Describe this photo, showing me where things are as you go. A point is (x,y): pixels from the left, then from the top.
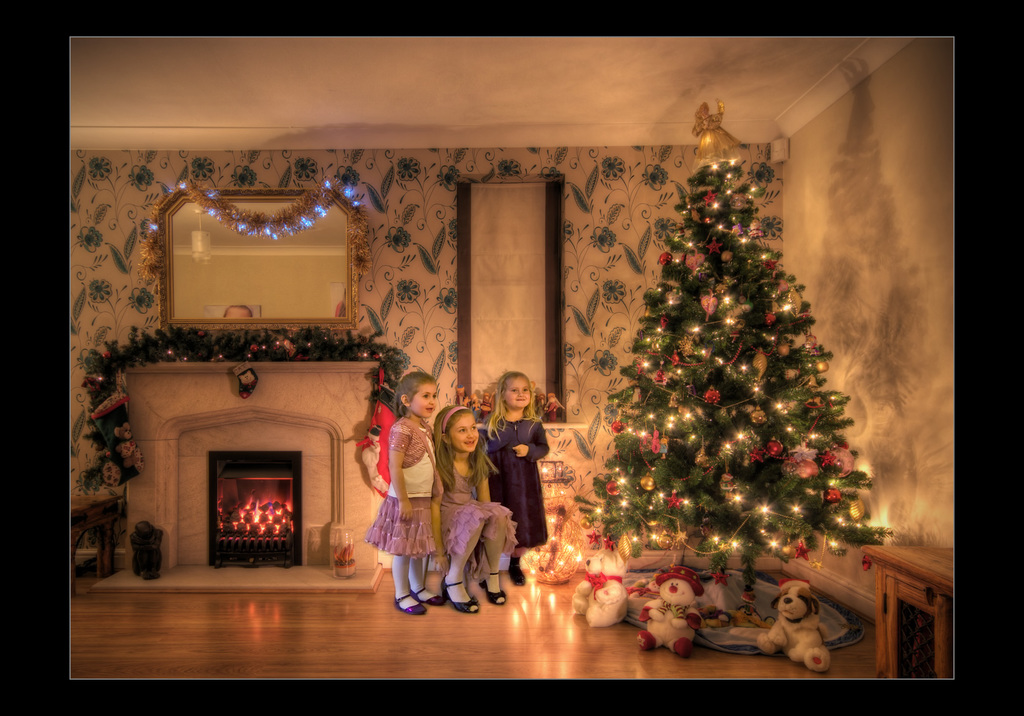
This picture shows a christmas tree (659,480) with lights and we see some soft toys (609,590) on the floor (585,624) and we see couple of girls (508,440) standing and a girl (486,491) seated and we see a fireplace (326,509) and lighting (331,207) to the mirror (257,205) and we see a cupboard (949,656) on the corner.
